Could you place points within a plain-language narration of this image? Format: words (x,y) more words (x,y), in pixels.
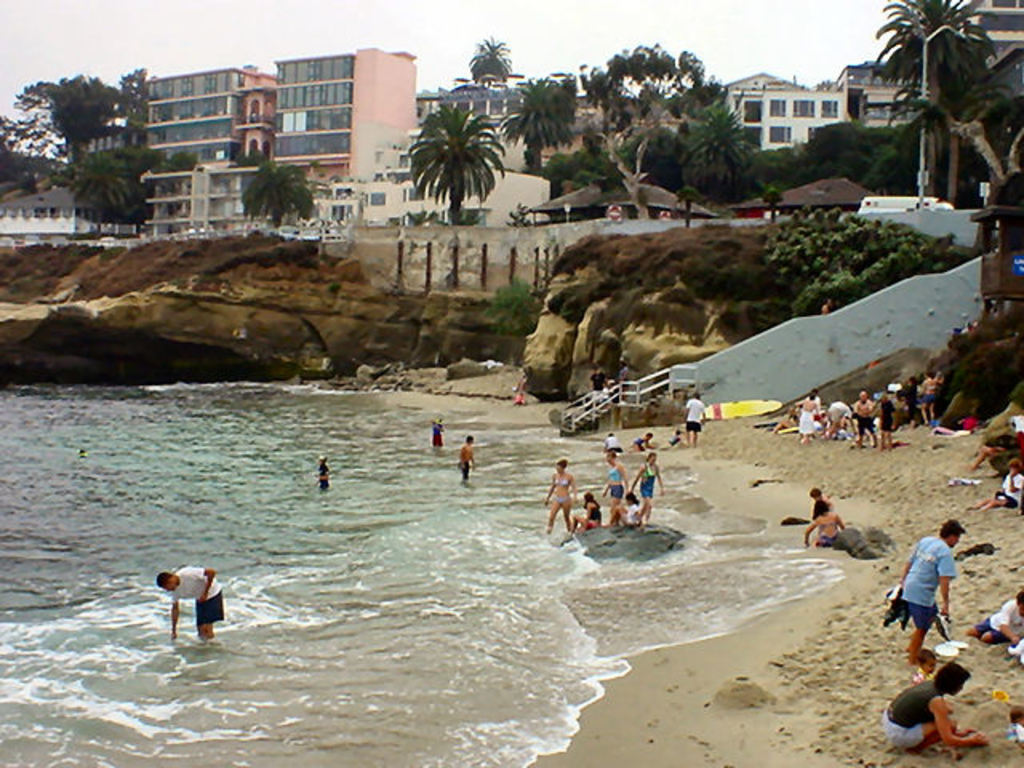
There are people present at the beach area (534,718) as we can see at the bottom of this image (825,530). We can see trees (485,189) and buildings (204,200) at the top of this image (182,216) and there is a sky (613,42) in the background (456,49).
